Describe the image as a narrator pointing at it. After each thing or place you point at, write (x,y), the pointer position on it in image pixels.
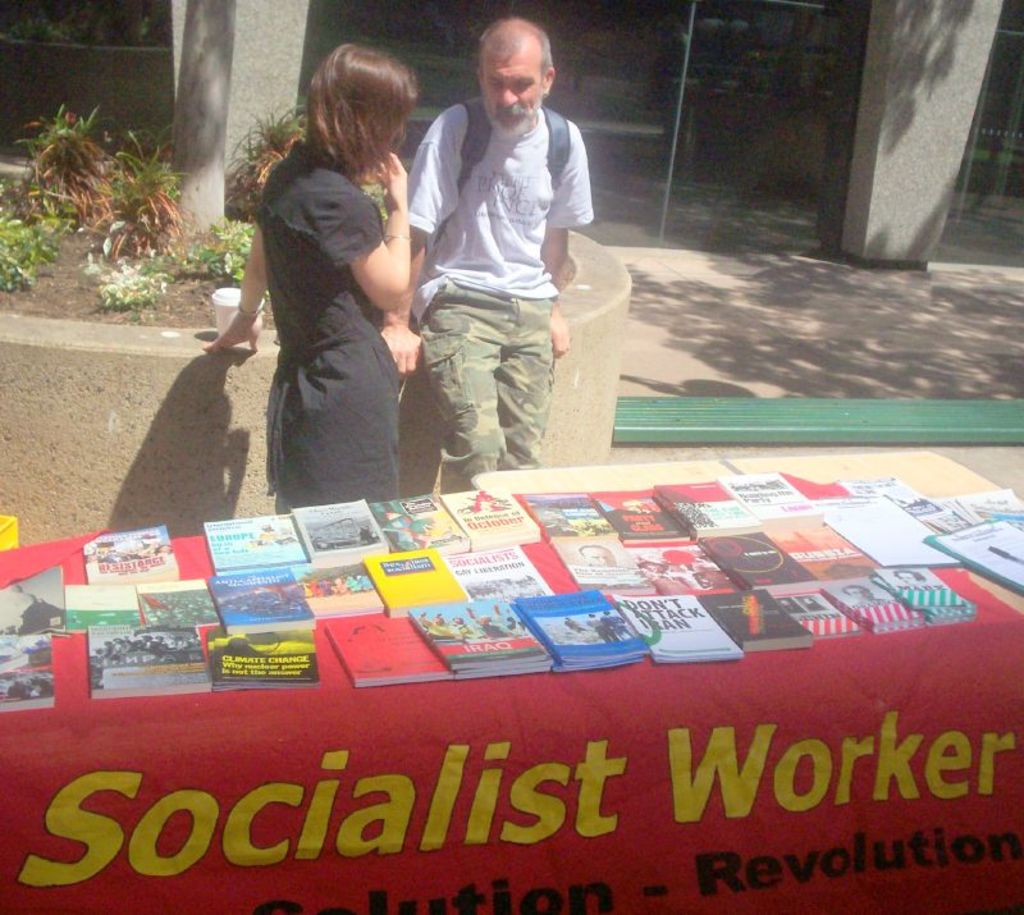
In this picture we can see a man (541,315) standing in the front (481,371), wearing white t-shirt (522,241) and military track (496,368). Beside we can see a woman (359,276) wearing black dress (351,244). In the front (422,571) we can see open book stall (525,619). Behind we can see a house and glass door (698,146).
